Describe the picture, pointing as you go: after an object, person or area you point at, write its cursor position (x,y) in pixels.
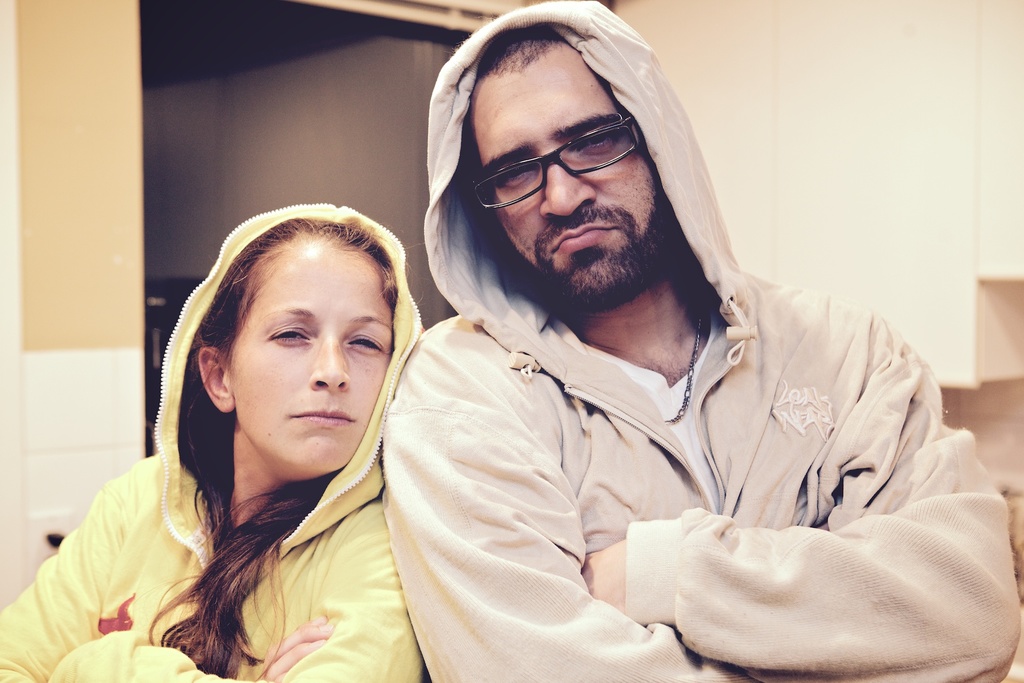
In the center of the image (379,267) we can see two people (448,462) are wearing hoodies (443,484) and a man (522,250) is wearing spectacles (633,146). In the background of the image (864,5) we can see the wall (93,136), table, cupboards (1014,187) and roof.
